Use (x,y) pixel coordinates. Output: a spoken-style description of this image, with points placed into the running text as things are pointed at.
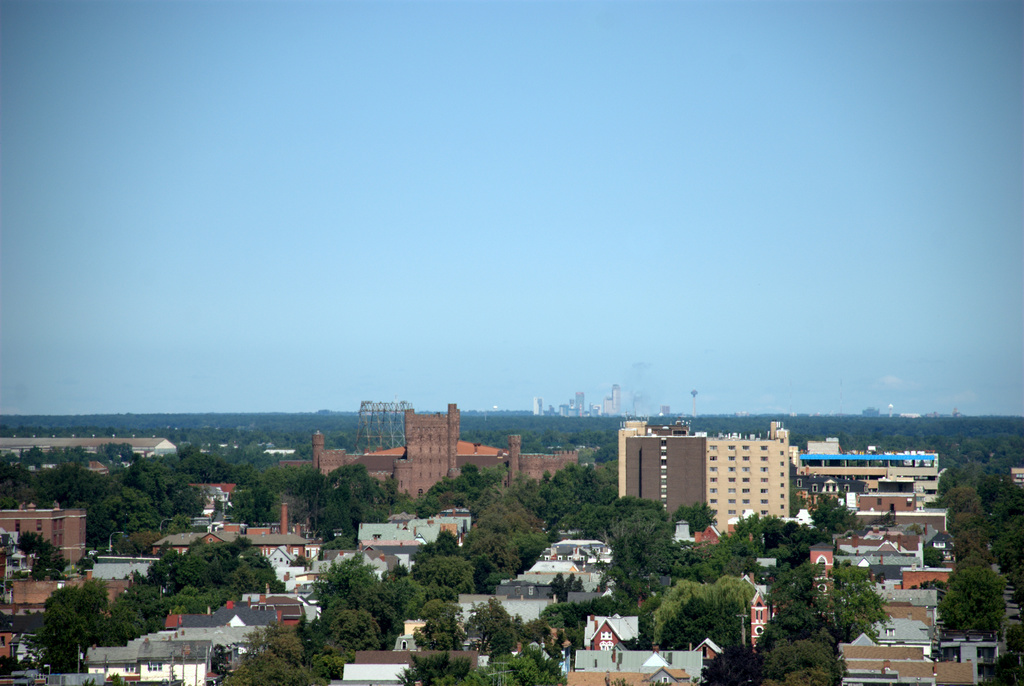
At the bottom of the picture (465,562), we see the buildings (617,635) and trees (562,520). In the middle (486,451), we see the buildings (529,465) and the towers (386,434). There are trees (565,427) and the buildings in the background (927,427). At the top (569,164), we see the sky (626,116), which is blue in color.
